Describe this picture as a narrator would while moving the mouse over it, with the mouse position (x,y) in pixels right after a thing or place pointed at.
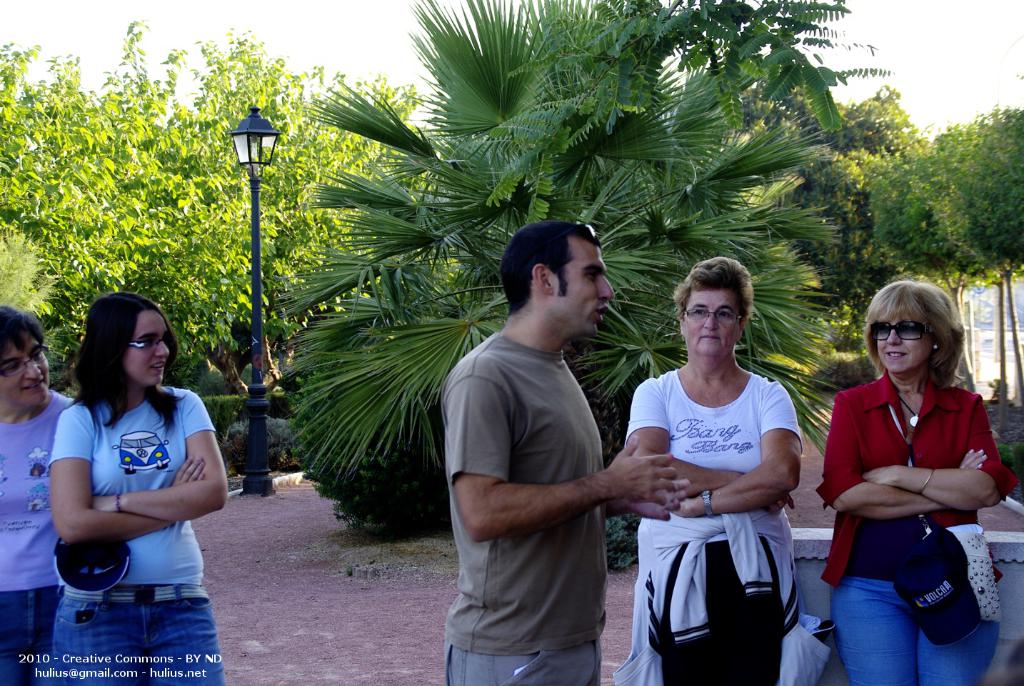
In this image we can see few people (661,431) standing on the ground (402,562), a person (131,583) is holding an object (101,569) looks like a cap (84,561), two people (866,581) are standing near the wall (1003,567) and there are few trees (385,229) and light pole (255,208) in the background (275,238).
